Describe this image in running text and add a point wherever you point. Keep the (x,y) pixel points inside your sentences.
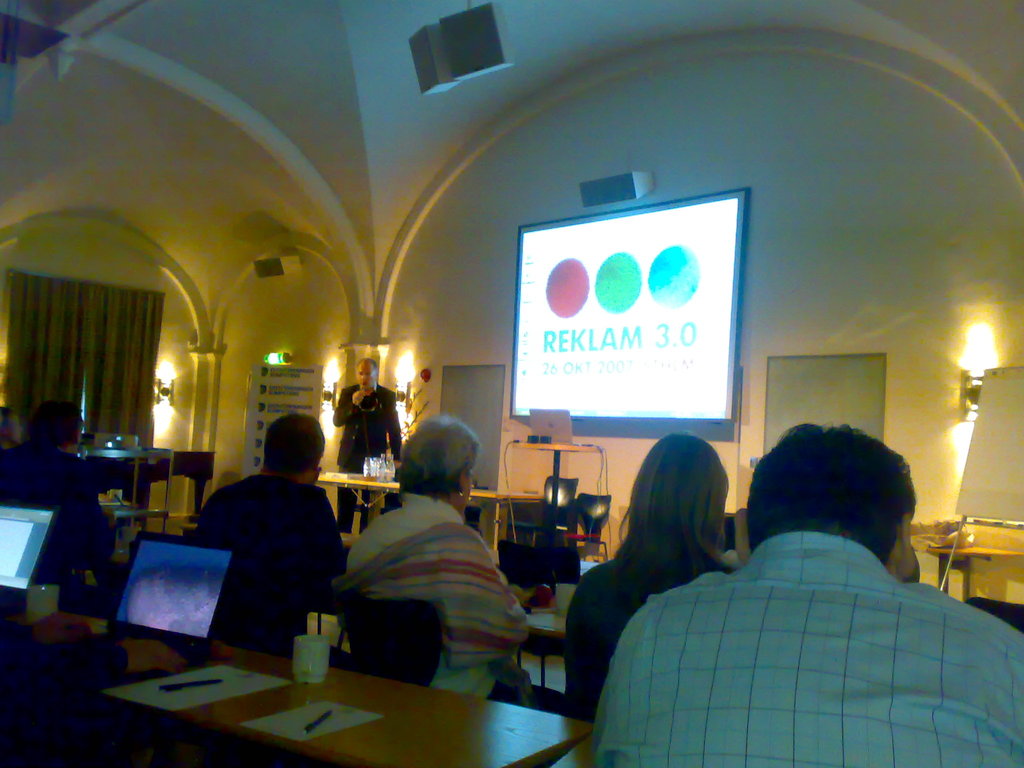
In this image i can see few people (465,656) sitting on chairs (551,585) in front of benches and on the benches (174,669) i can see laptops (180,607), pens (181,685) and few papers (184,702). In the background (362,432) i can see a man (377,450) standing, a screen (630,324), a wall (806,182) and few lights (404,399).
